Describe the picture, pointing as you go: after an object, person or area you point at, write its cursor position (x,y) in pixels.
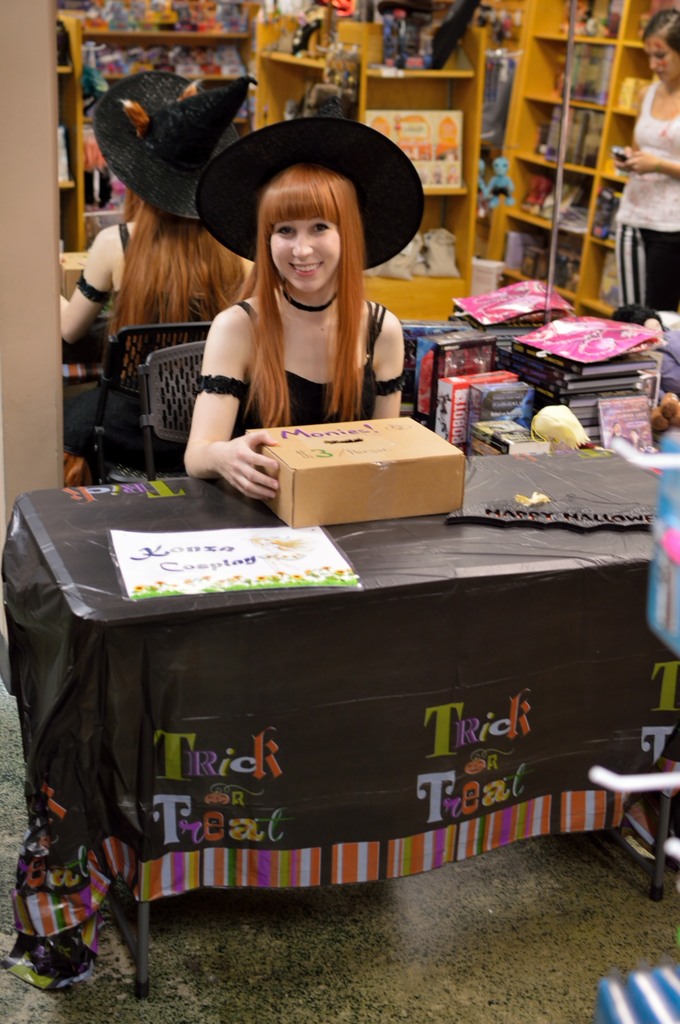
On the background (408,71) we can see racks (536,44) and there are few things (600,125) in racks (357,34). Here we can see a woman (331,227) wearing black colour hat (380,211), sitting on a chair (189,391) in front of a table (383,553) and on the table (435,543) we can see box (420,490), paper (280,573) and a board (553,526). She is carrying a smile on her face (313,287). Here we can see a woman (634,203). This is a floor (451,973).
